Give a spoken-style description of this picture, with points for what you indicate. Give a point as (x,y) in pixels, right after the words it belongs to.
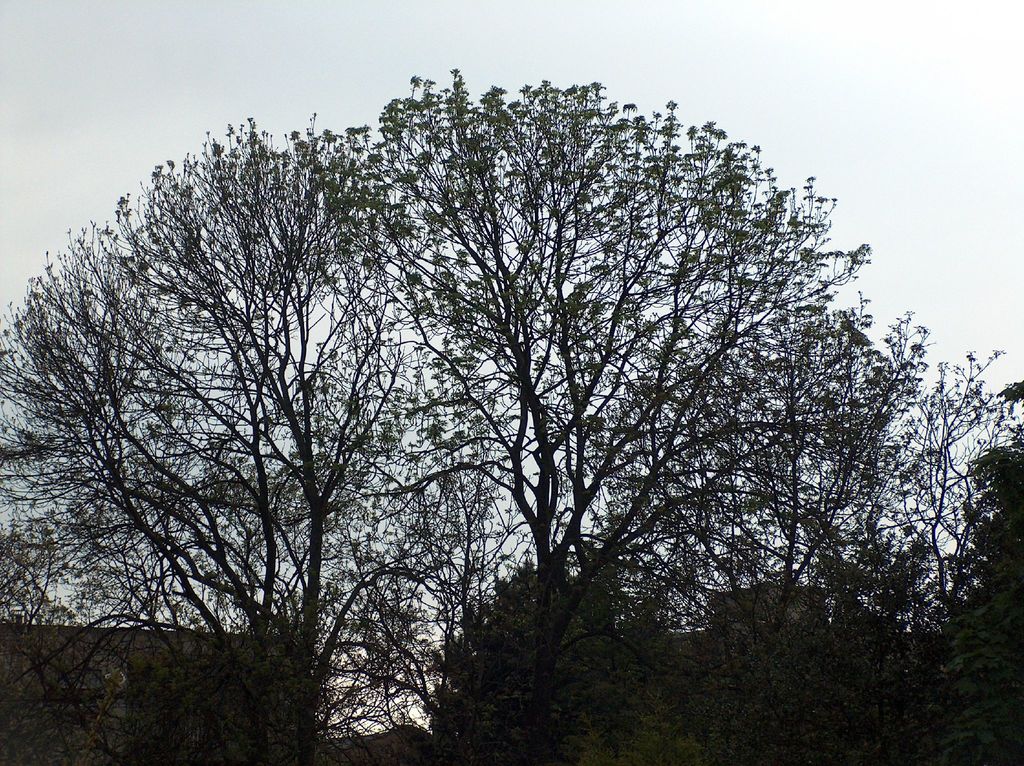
In this picture we can see there are trees (389,480). Behind the trees (352,650), those are looking like buildings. At the top of the image (349,53), there is the sky (356,53).
